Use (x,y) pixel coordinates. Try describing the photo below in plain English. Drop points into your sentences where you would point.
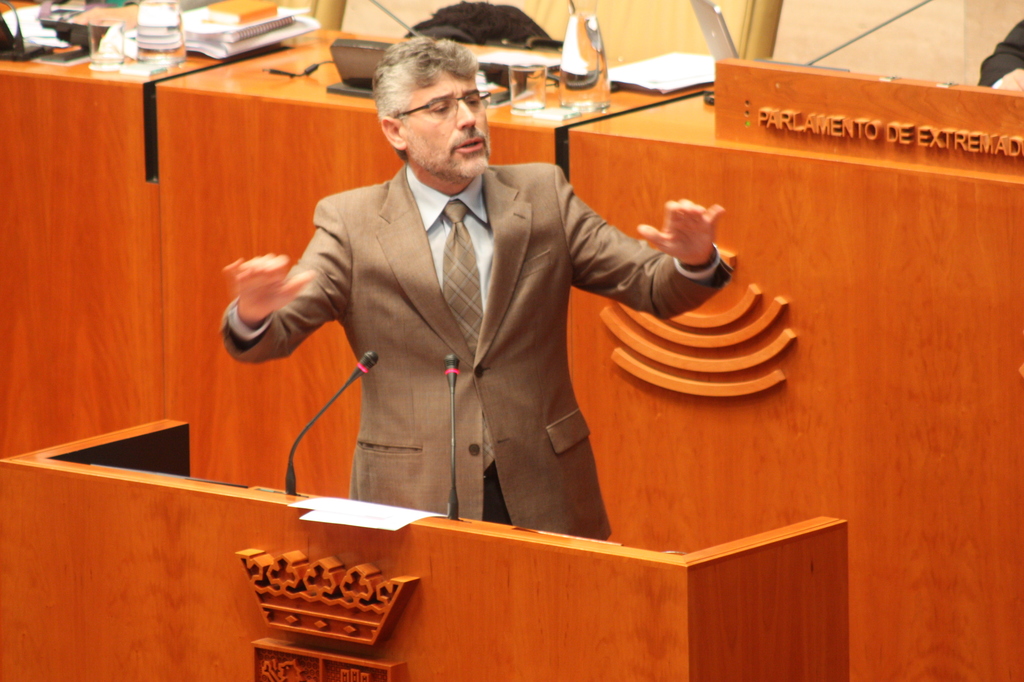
At the center of the image (391,351) there is a person (452,336) standing, In front of him there is a table (438,580) with mike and some papers (402,512), behind him there is on another table (639,114). On the table (858,151) there are books (233,42), glasses (158,25) and some other objects (609,82). In the background (788,44) there is a wall (939,60).
